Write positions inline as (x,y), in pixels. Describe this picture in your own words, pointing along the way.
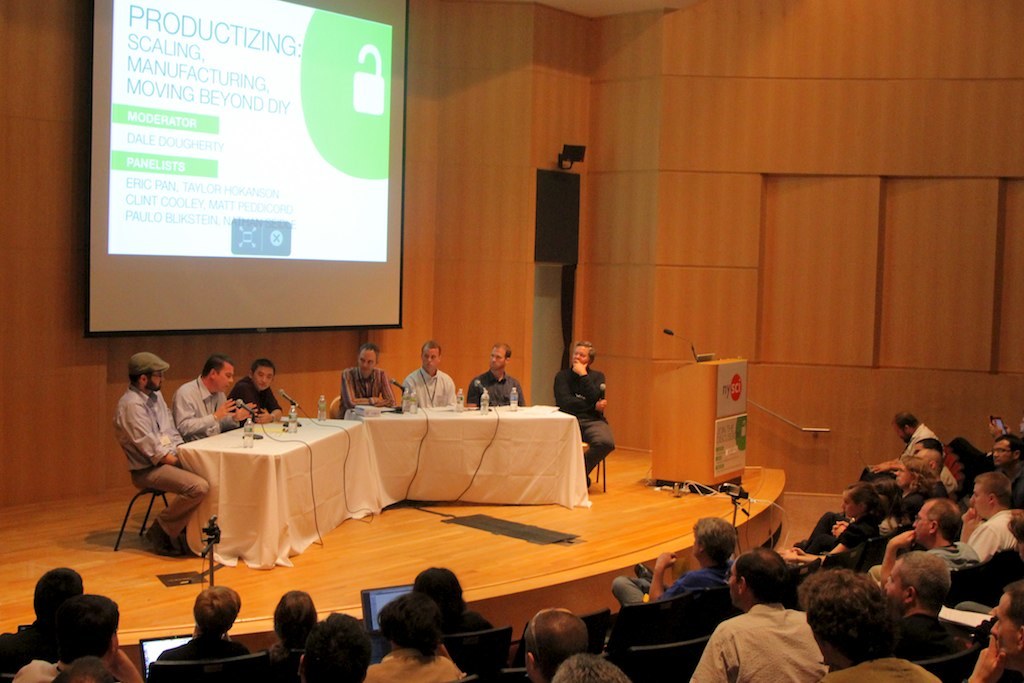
In this image I can see a stage (122,499), on the stage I can see a table (285,418), on the table (293,424) I can see cloths (240,427), mikes (283,390) and bottles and in front of table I can see there are few persons (206,394) sitting on chairs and on the stage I can see a podium (690,400) visible in the middle (680,374) and I can see there are crowd of people (731,682) visible at the bottom (270,648) sitting on the chair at the top (411,175) I can see the wall (736,234) and I can see screen (295,189) attached to the wall (0,307) on the left (332,60).
